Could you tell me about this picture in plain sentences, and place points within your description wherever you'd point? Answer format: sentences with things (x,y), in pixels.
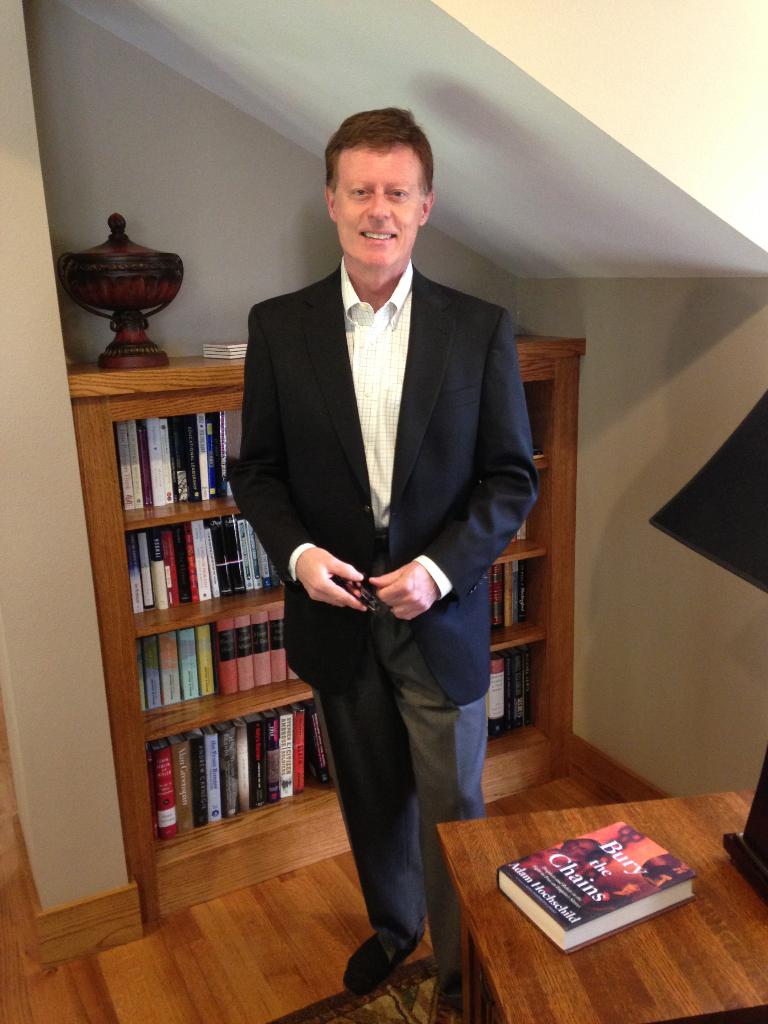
In this picture there is a man (333,439) standing and smiling and holding an object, in front of him we can see book (504,867) and black object (744,855) on the table (720,888). In the background of the image (224,220) we can see books (123,434) in racks (94,419), wall (722,376) and objects (138,357) on the wooden platform (200,369).
